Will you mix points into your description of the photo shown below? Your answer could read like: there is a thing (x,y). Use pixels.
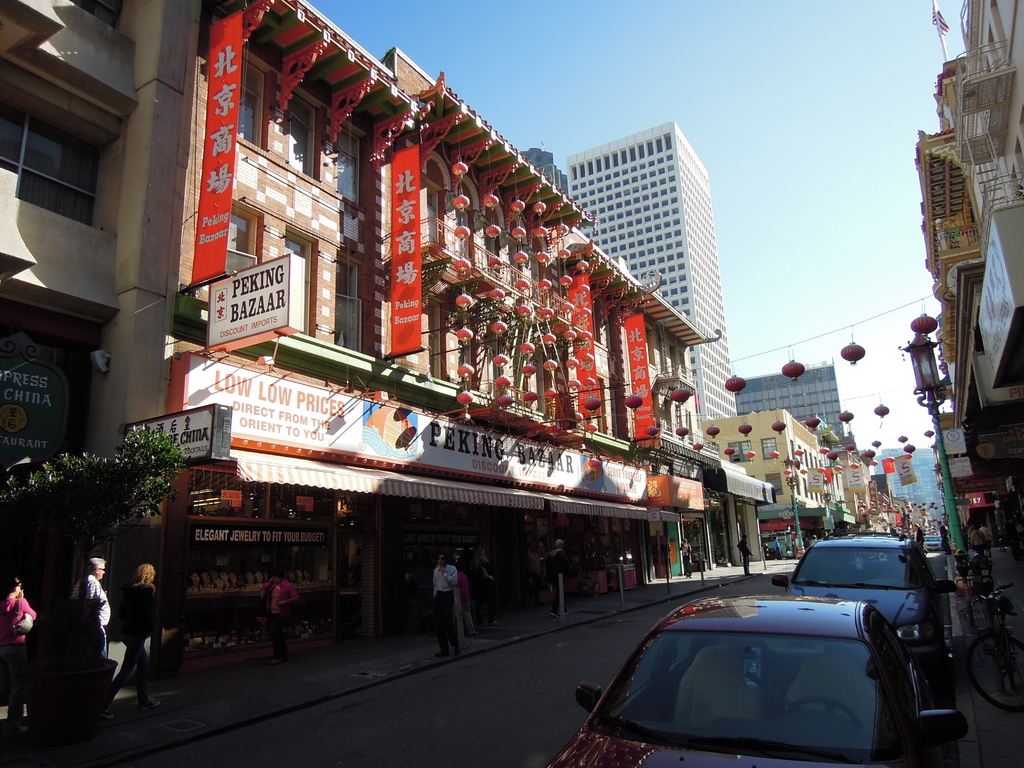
In the bottom right corner of the image (684,709) we can see some vehicles (656,745) on the road (500,726). In the middle of the image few people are standing and walking. Behind them we can see some buildings (589,234), on the buildings (637,237) we can see some banners (149,443) and we can see some trees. At the top of the image (918,90) we can see the sky (484,7).
